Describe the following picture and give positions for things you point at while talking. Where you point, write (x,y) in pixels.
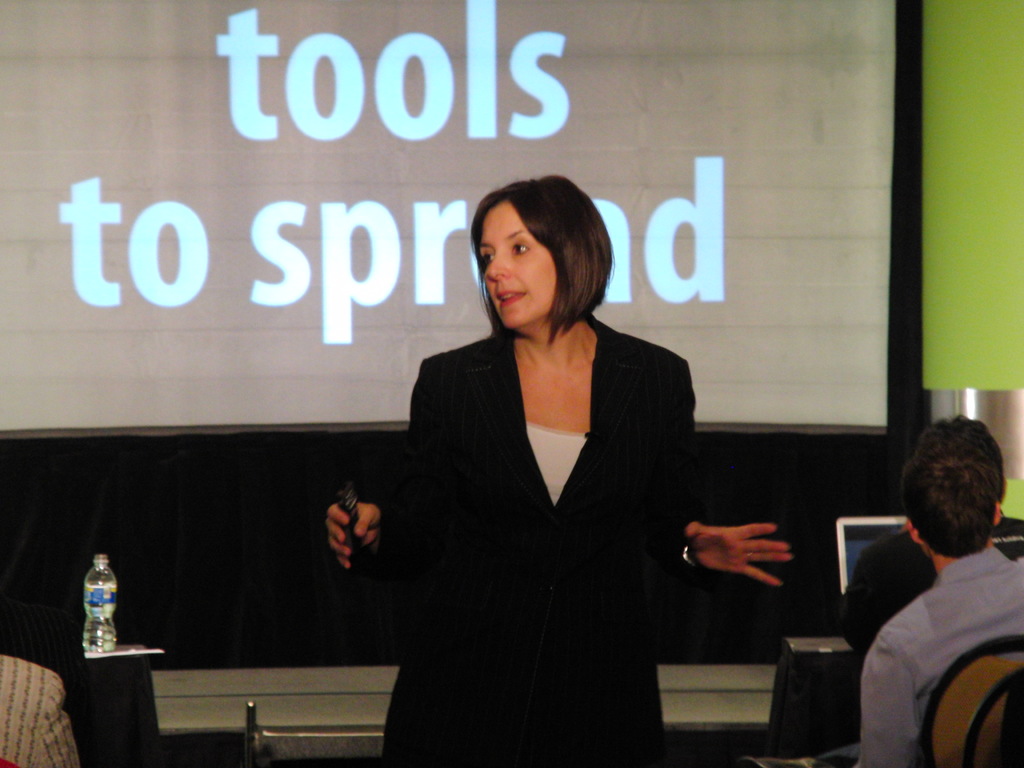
In this picture we can see woman (614,466) standing in middle (518,469) holding remote (350,545) in her hand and talking and beside to her we can see two persons (963,605) sitting on chair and in front of them there is laptop (875,519) and on left side (105,575) we can see bottle (106,644), screen (272,209).
